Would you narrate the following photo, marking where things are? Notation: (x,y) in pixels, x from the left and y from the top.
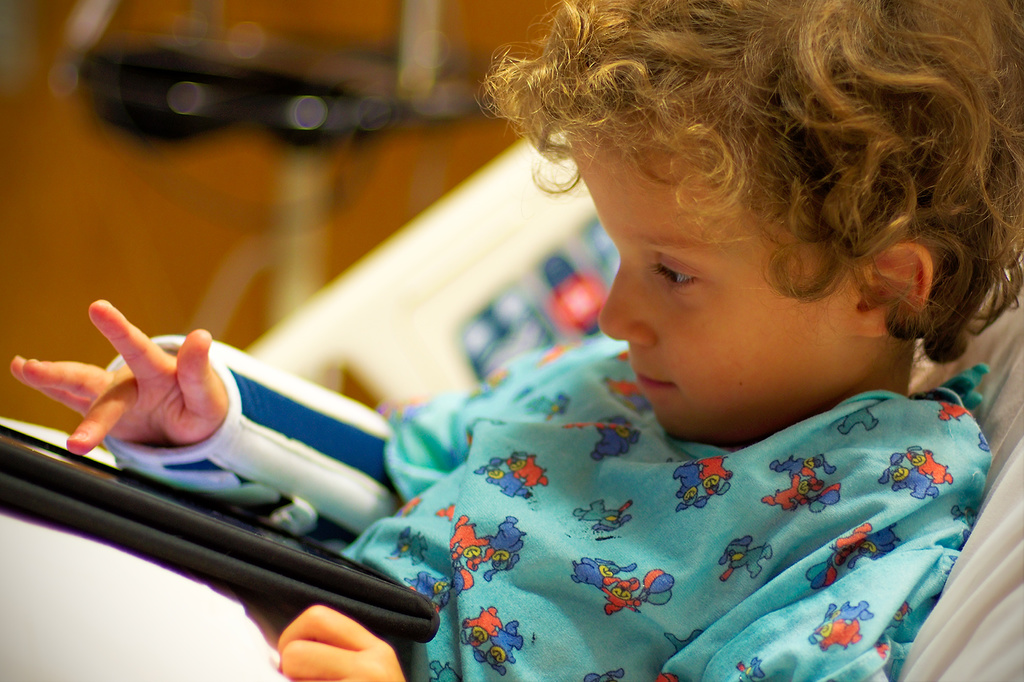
In this picture there is a kid (613,519) on a bed (1001,541), he is using an electronic gadget (113,479). The background (17,95) is blurred.
